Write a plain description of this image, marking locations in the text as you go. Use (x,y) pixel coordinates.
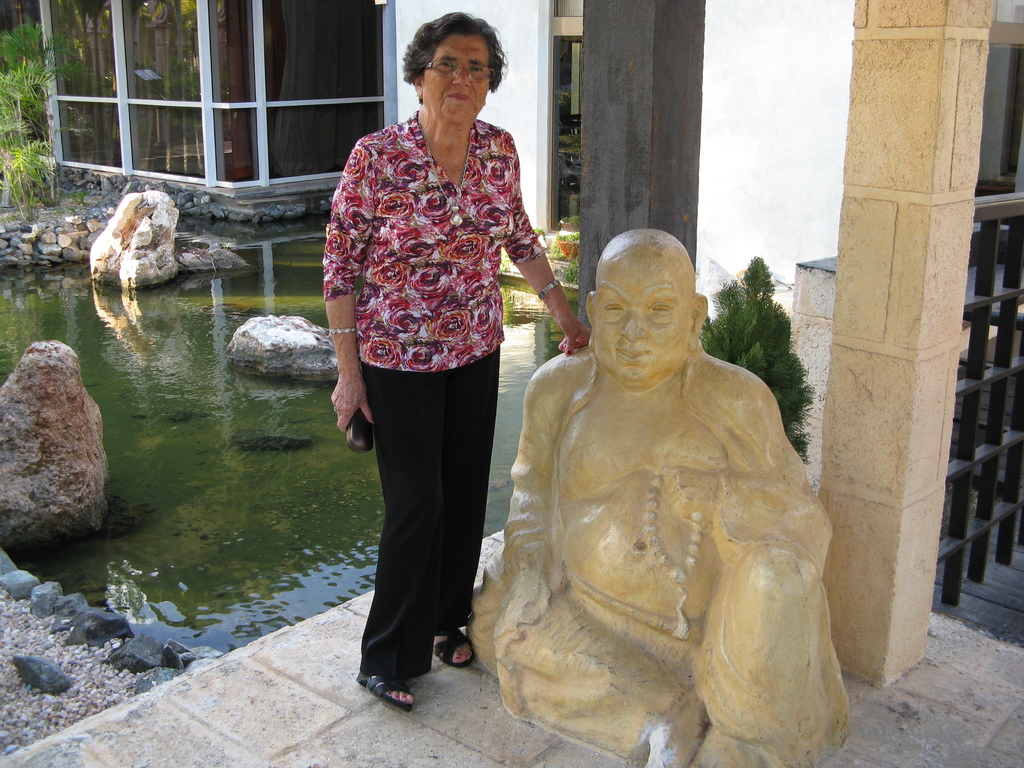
This is the woman (483,469) standing and smiling. This looks like a small pond (87,301). These are the rocks (135,245). This is the sculpture (729,640). I can see trees (29,96). This is the pillar (848,297). Here is the glass door (197,53).
